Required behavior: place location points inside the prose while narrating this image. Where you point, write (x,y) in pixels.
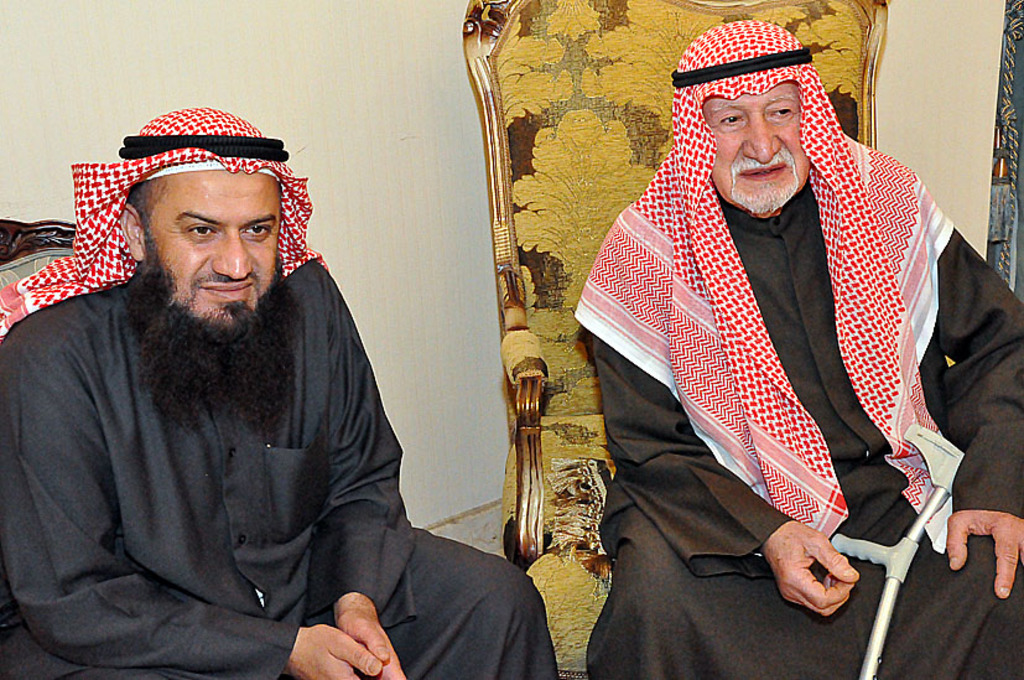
In the picture I can see two persons (728,590) wearing black color dress (125,478) sitting on chairs (652,116) and in the background (441,124) there is a wall (447,169).
